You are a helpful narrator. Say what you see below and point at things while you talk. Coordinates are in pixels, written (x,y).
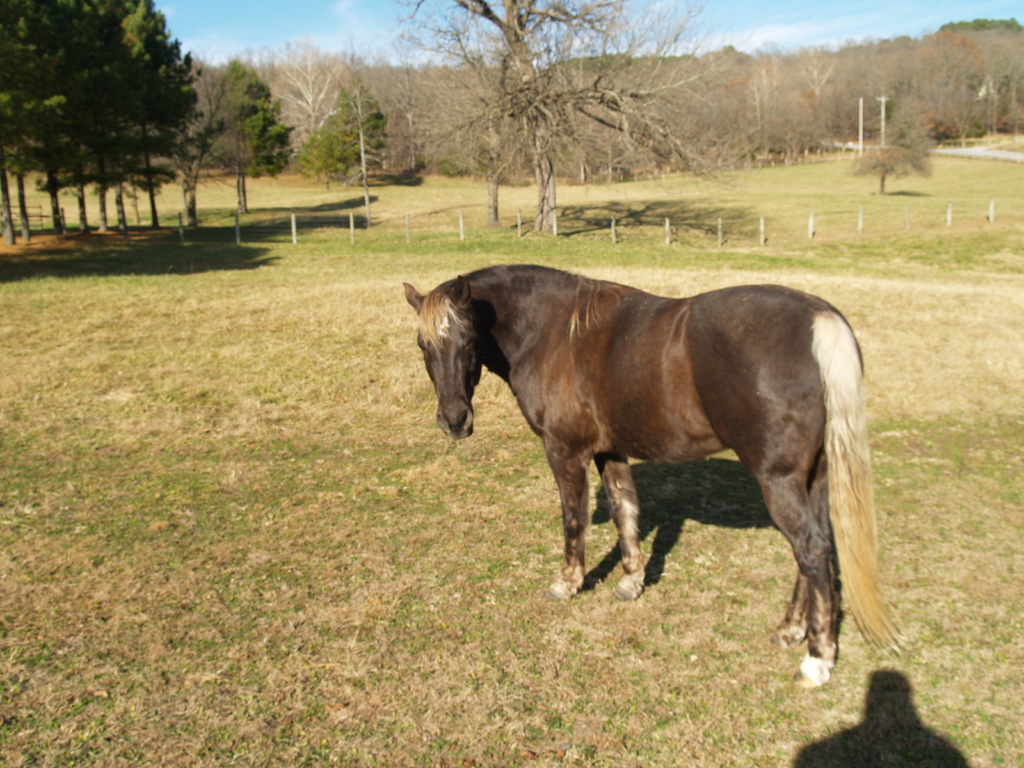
This picture contains a horse (581,496) which is in black color. At the bottom of the picture (296,642), we see grass (344,692). In the background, there are many trees (848,138) and we even see small poles (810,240). At the top of the picture (218,17), we see the sky (917,4).
